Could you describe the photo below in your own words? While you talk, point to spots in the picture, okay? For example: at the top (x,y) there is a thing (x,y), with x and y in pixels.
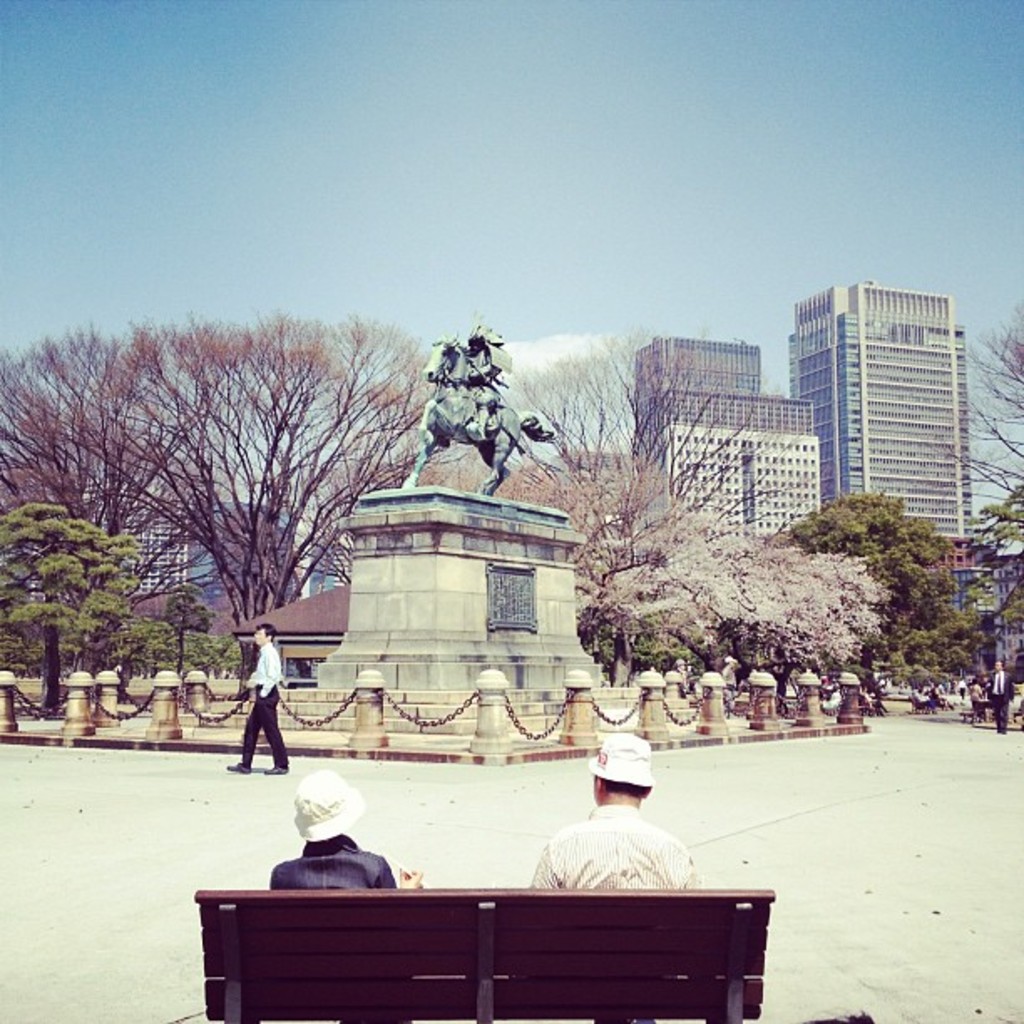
To the bottom middle of the image (571,889) there is a bench (466,889) with two people (334,867) are sitting with hats (616,757) on their heads (593,779). In front of them there is a statue (475,398) of a horse (461,366) and a man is sitting on it. To the statue (415,535) there is a fencing (587,710) with poles (587,727) and iron chains (139,708). In front of the fencing (154,707) to the left side (265,696) there is a man (270,663) on the road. And in the background (48,548) there are trees (703,592) and buildings (807,392). To the top of the image (734,281) there is a sky (552,220).
